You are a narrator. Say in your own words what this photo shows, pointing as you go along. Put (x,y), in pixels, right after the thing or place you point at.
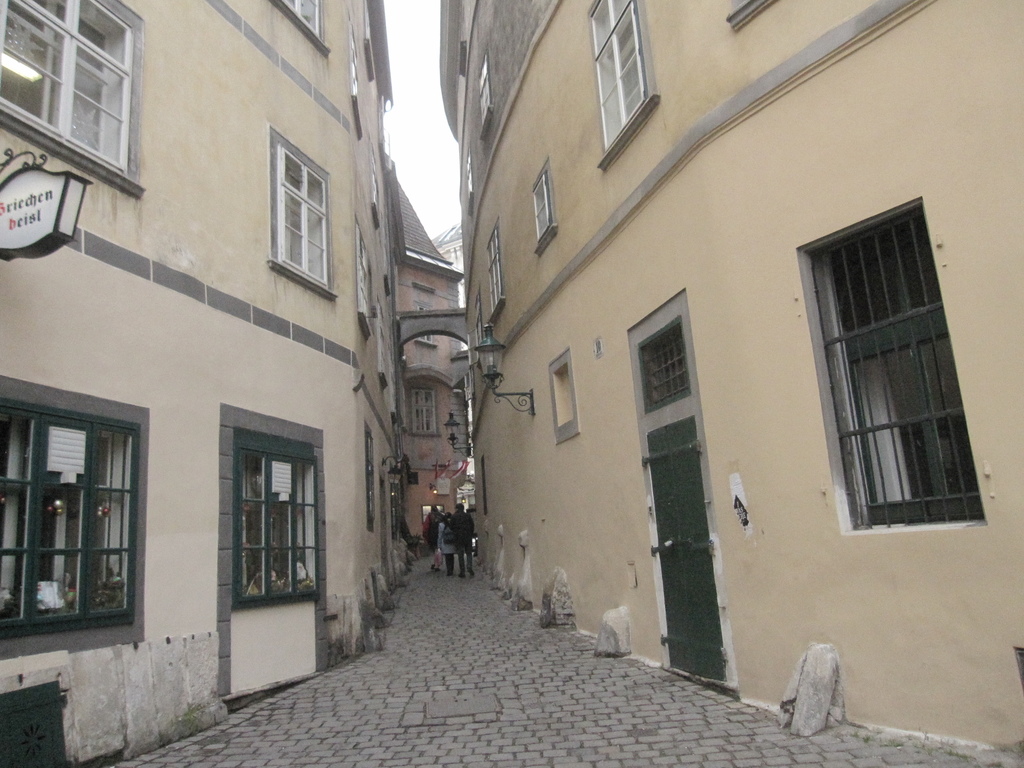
This picture shows few buildings (524,276) and we see few people (471,533) walking and we see a cloudy sky (433,116) and a name board (64,210) fixed to the wall (76,267) and we see few Windows (823,255).
